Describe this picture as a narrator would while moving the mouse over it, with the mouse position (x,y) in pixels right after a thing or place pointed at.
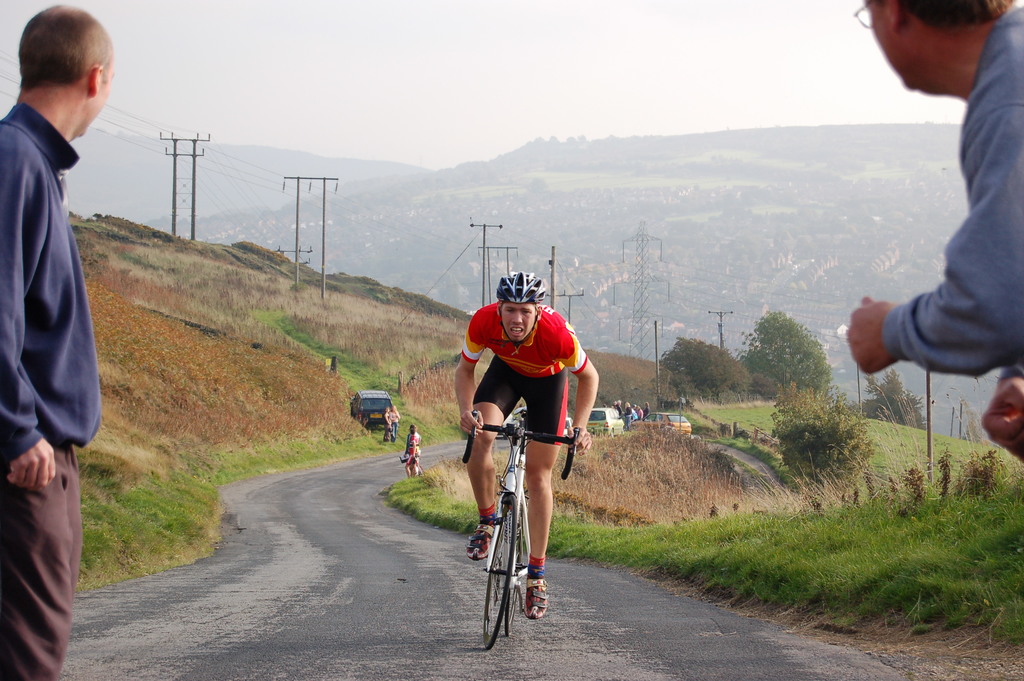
I can see the road (382,502) and the person (521,372) riding the bicycle (511,445) wearing a helmet (528,300) and red shirt (555,333) and black shorts (553,404) with the shoes (536,582) on and to the left corner of the picture (47,246) i could see another person (39,566) standing with the blue colored sweat shirt (49,353) and maroon colored pant (48,559), this person (62,180) is seeing the other side of the road (398,472) and to right side of the corner also there is a person (972,92) standing and looking towards the road (433,450). I could see some electrical cables (212,143) running along the road side (620,435). There are big electrical poles towers (643,298) on the roadside (718,420). There is a grass (733,516) all over to the side of the road (716,502) and some trees (823,399) along the side of the roads (852,482). In the background (760,216) i could see some hilly area (699,176) covered with grass (557,173), trees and stones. In this picture in the back ground (615,420) i could see the car (610,412) parked over to the side of the road (610,420) which is white in color and to the left side of the road (363,431) i could see a black colored car (375,412) parked. I could see one of the person (415,460) standing along the right side of the road (417,452) and a couple of people (624,406) sitting and standing near by the road side (573,485).
